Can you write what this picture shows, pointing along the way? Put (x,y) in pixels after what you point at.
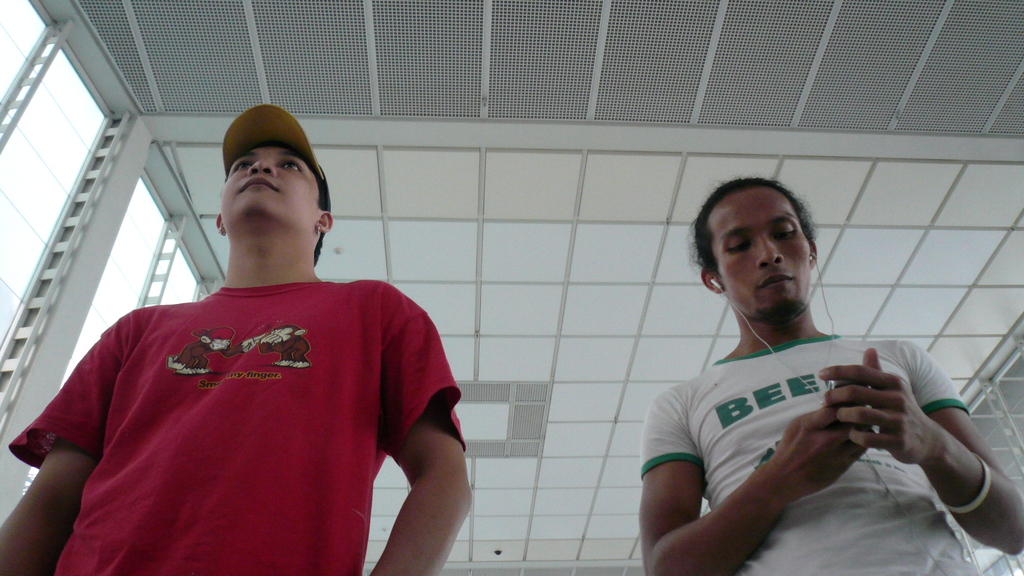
In this picture, we can see a few people (779,397), and among them a person (765,368) with headphones (777,360) is holding an object (839,386), and we can see the roof (630,253), and poles (62,295).
